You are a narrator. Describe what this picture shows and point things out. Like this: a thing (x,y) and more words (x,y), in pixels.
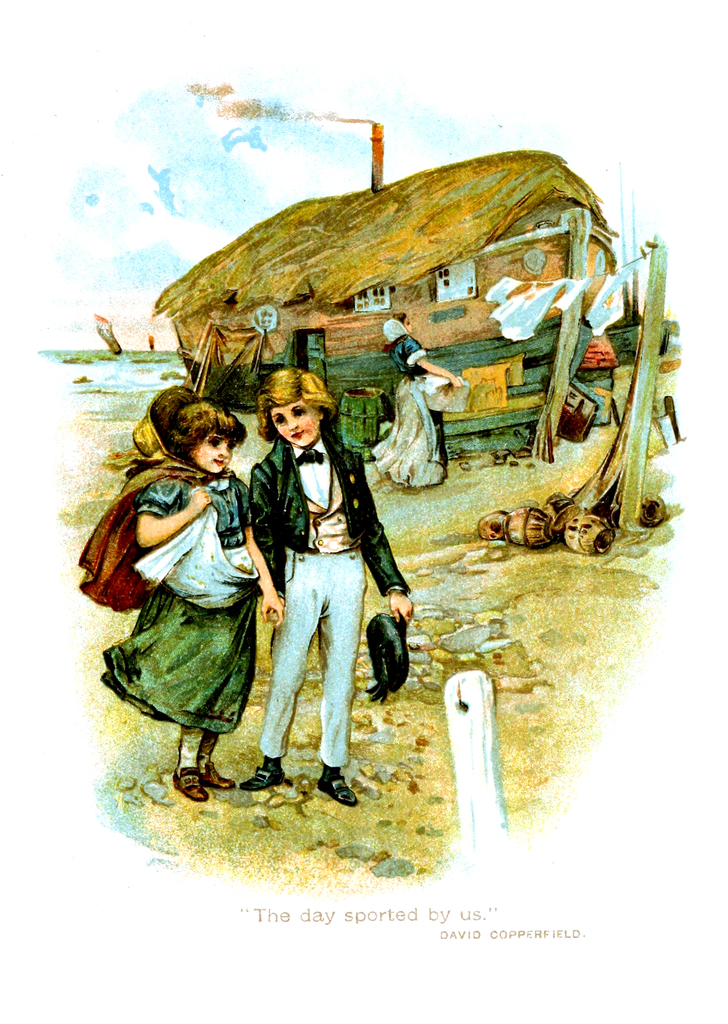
In this picture, it seems like a poster, where we can see a depiction of people (321,472), house boat (460,333), clothes (515,336) on the rope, other objects (485,518) and text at the bottom side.
